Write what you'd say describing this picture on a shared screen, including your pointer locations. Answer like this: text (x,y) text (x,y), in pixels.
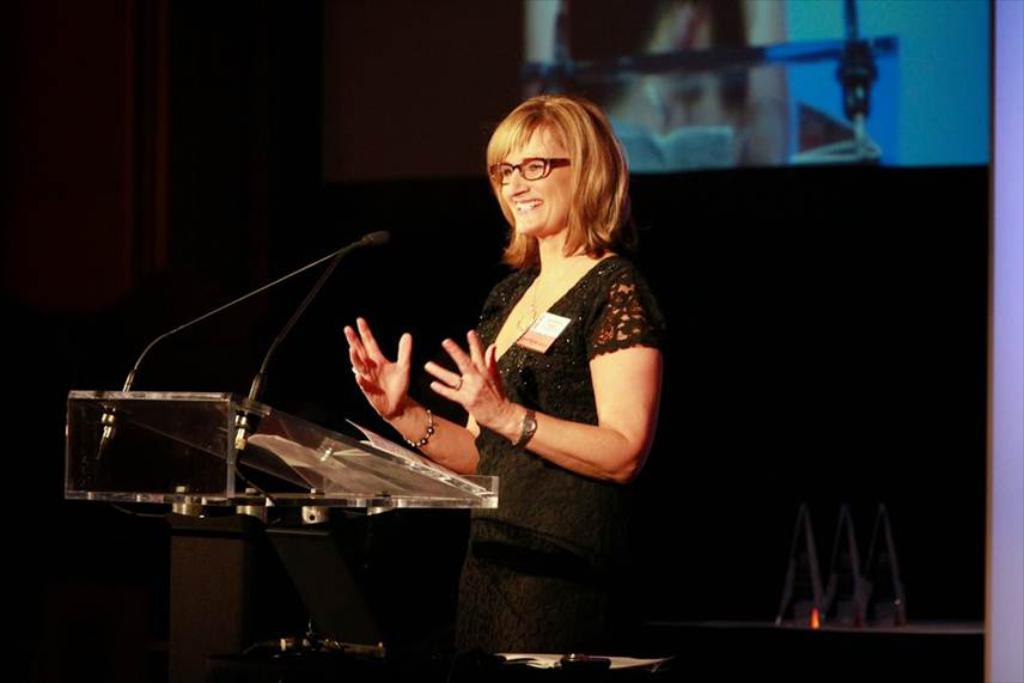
In this image in the center (549,316) there is one woman (539,387) who is standing and smiling, in front of her there is one podium (287,482) and a mikes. In the background (781,73) there is a screen (604,84) and wall (500,263), and some objects (894,584).
